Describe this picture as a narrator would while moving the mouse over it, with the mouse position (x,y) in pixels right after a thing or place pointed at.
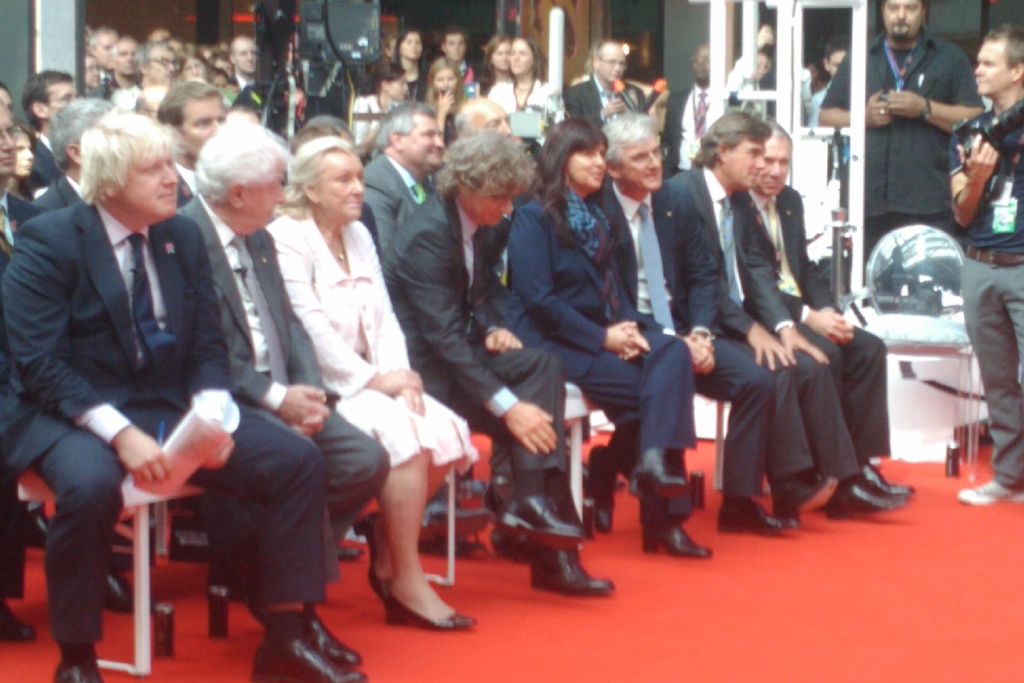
In this image we can see many people (231,337) sitting. In the back (134,59) there are few people (470,68) standing. On the right side (969,178) there is a person (982,206) holding a camera (990,135). There are pillars (719,30). In the background (575,36) it is blur.
